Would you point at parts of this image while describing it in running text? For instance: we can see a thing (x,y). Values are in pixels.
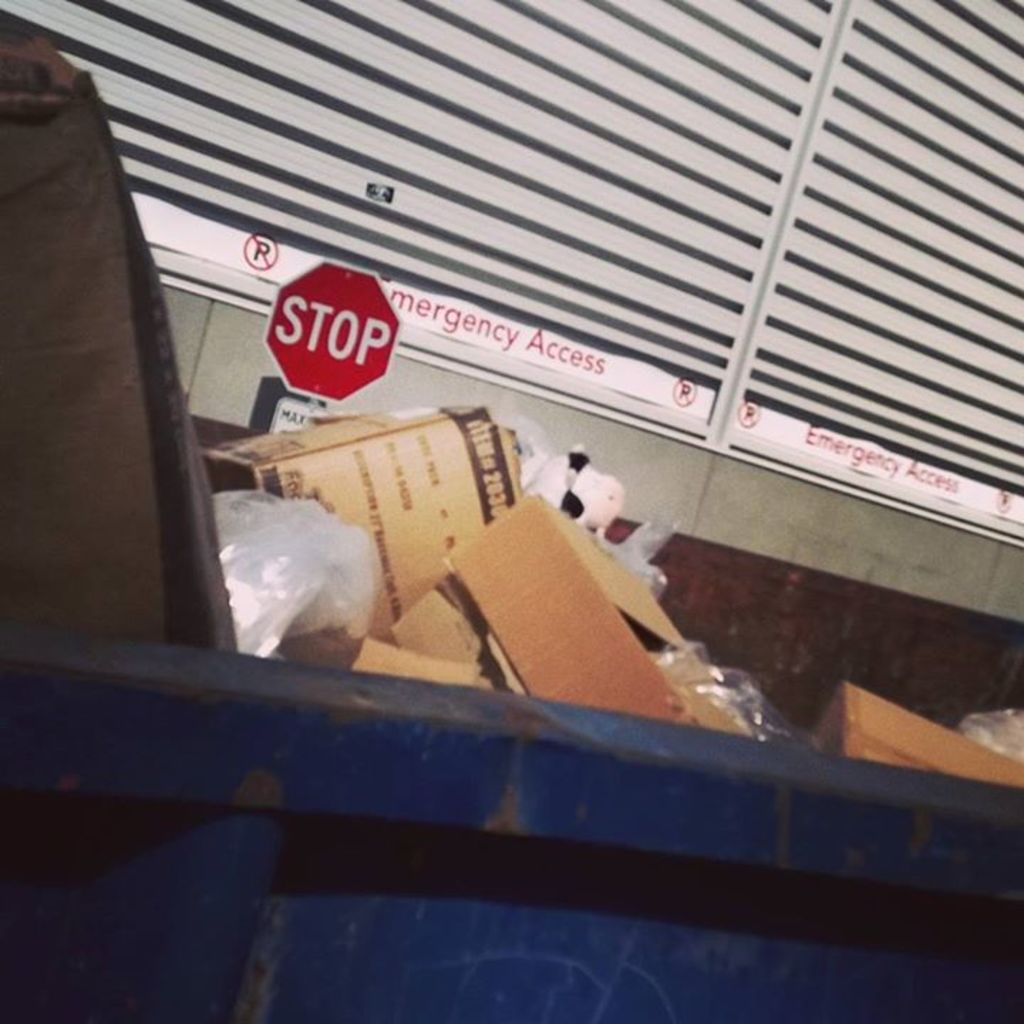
In this image there is a trash (972,942), in that trash (687,552) there is some waste (399,632), in the background (358,353) there is a stop board (358,339) and windows (110,29).
